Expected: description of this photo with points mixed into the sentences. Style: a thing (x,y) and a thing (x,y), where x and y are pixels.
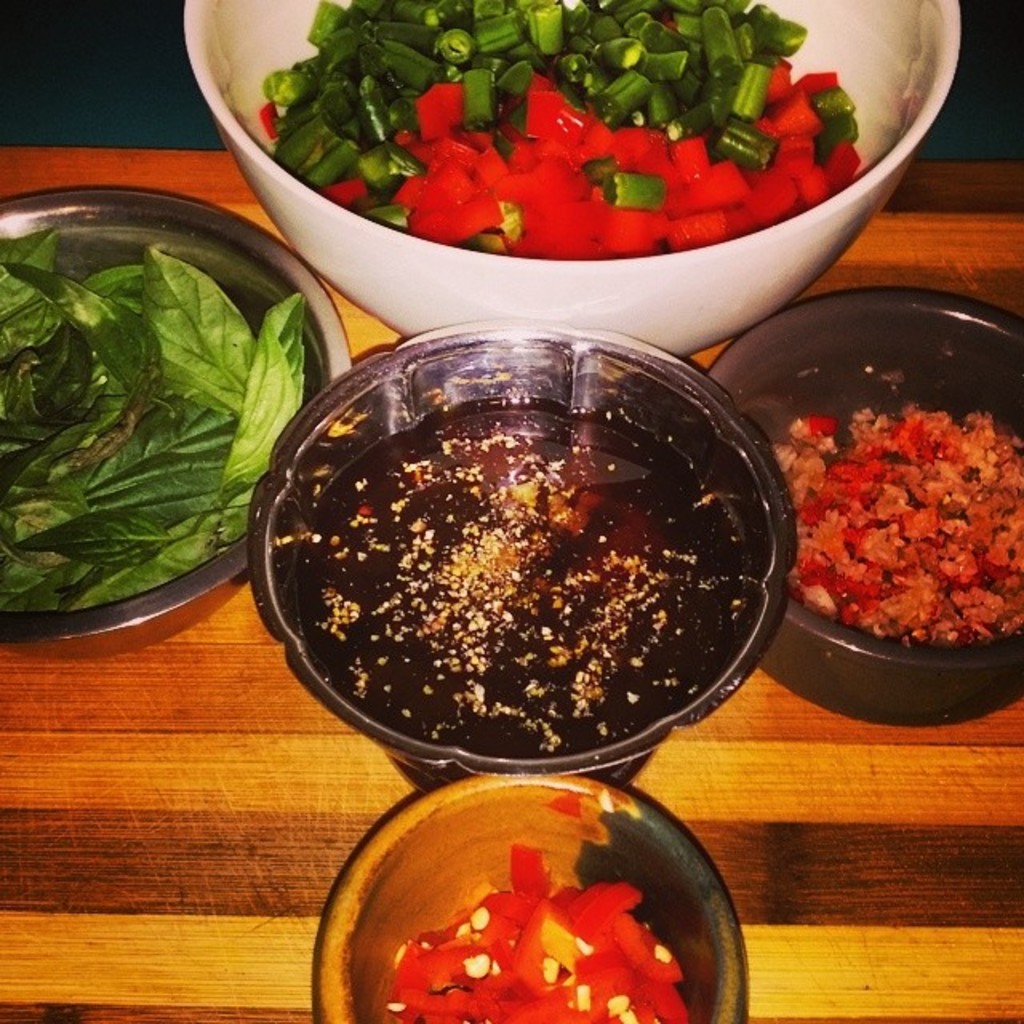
In this image I can see five bowls (512,324) are placed on the table (190,866). On the bowls (305,494) I can see different food items (569,515).
